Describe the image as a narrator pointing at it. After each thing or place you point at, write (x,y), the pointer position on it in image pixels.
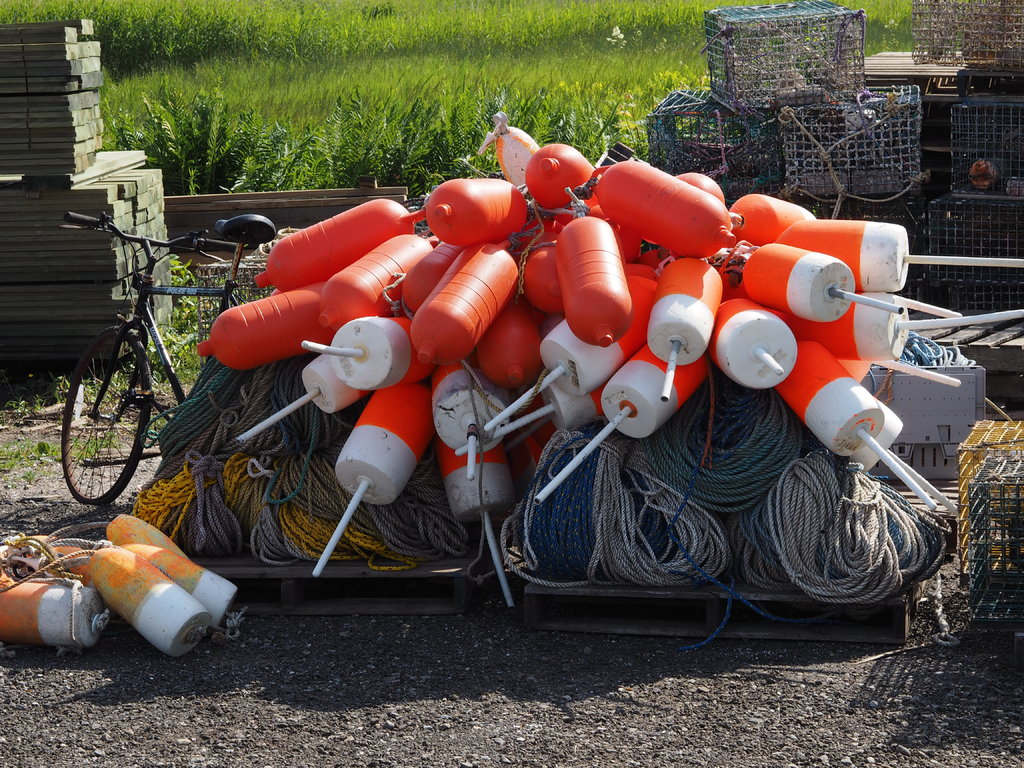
In the foreground of this image (529,243), there are few objects (451,383), ropes (648,503), mesh boxes (985,462), wooden block (129,173), a cycle (149,327) and the grass (442,76) at the top (489,69).
